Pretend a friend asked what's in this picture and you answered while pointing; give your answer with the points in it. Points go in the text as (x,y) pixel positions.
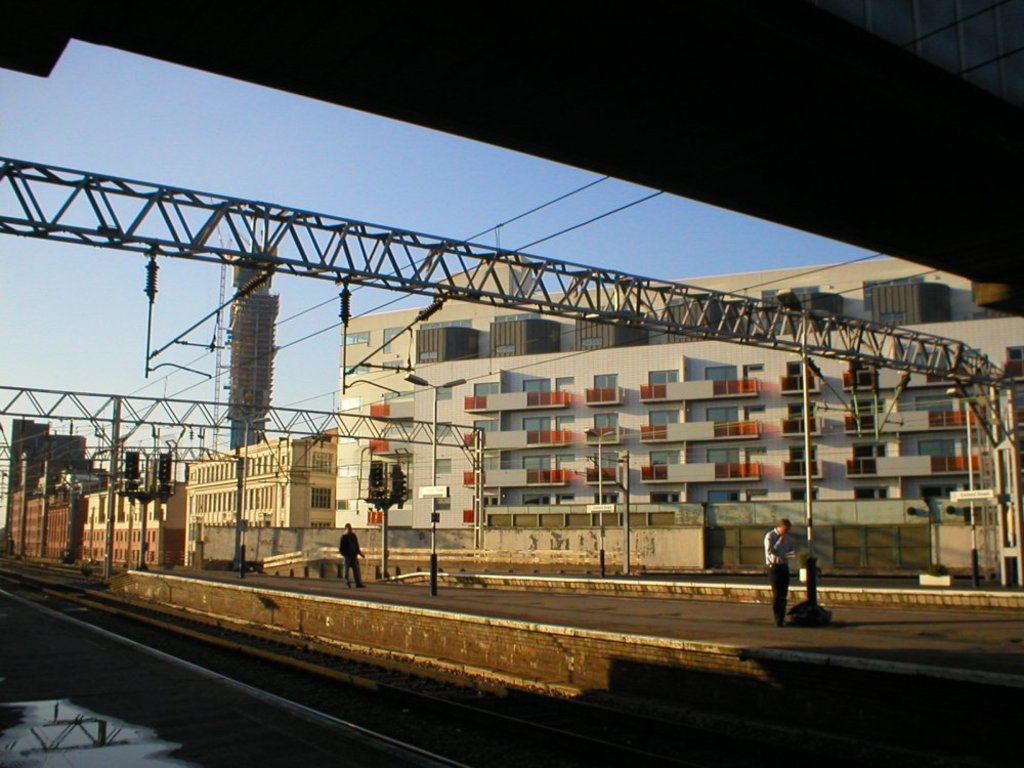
In this image we can see the railway tracks (468,721), people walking on the platform (457,604), wires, signal poles (370,480), wall (949,536), building (34,553) and the sky (18,354) in the background (55,349).
